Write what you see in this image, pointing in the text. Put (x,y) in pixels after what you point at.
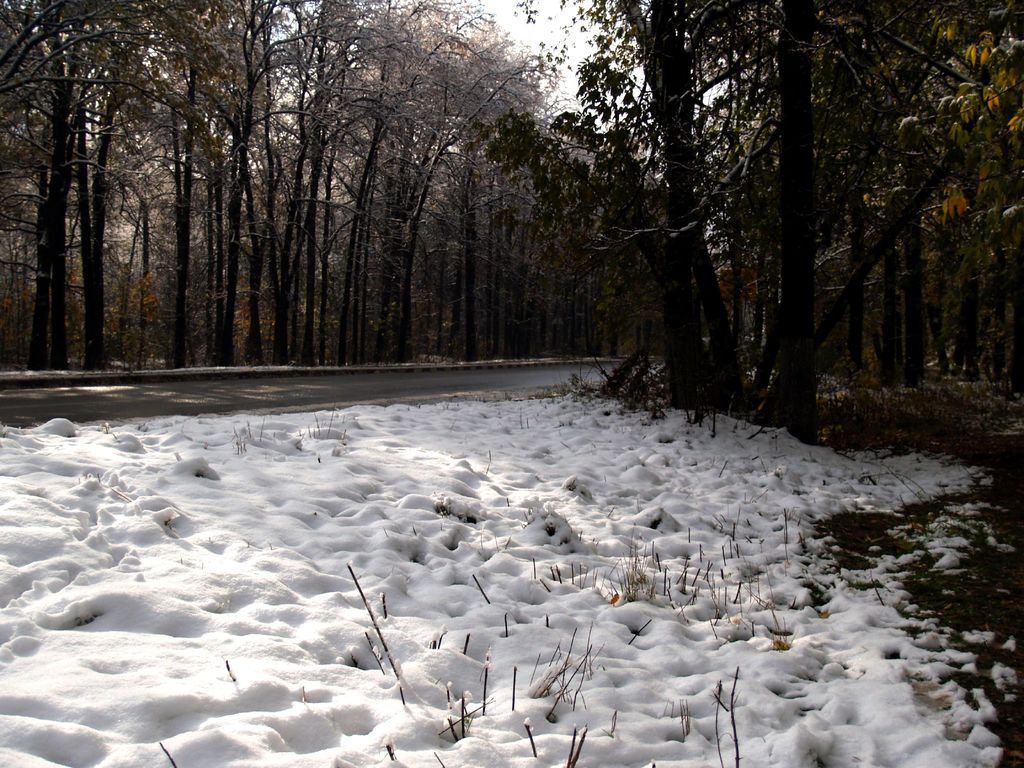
In this picture there are trees (503,267). At the bottom (490,569) there is a road (76,382) and there is snow (617,494). At the top (635,73) there is sky (498,19).
